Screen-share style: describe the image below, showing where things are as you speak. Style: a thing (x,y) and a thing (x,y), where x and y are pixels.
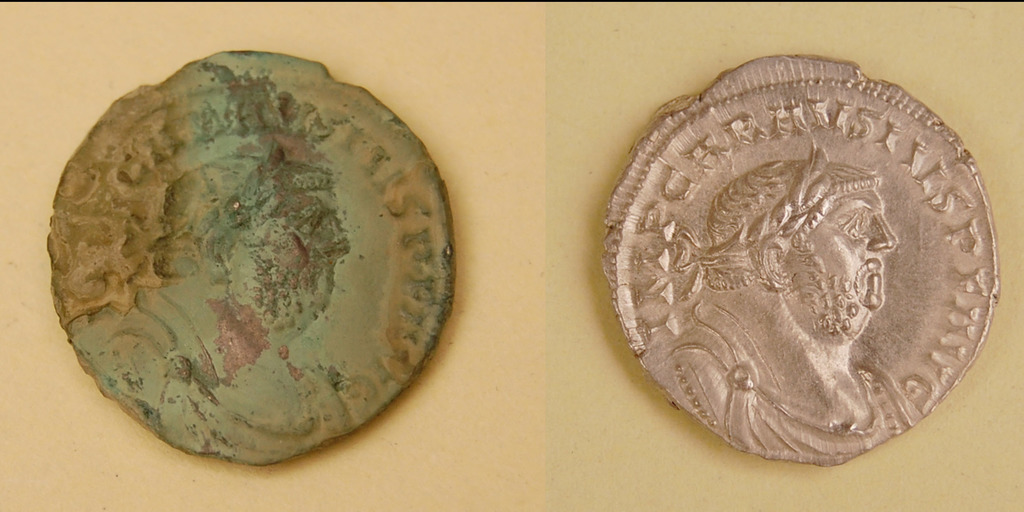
In this picture I can see couple of coins (906,245) and I can see plain background (564,174).
